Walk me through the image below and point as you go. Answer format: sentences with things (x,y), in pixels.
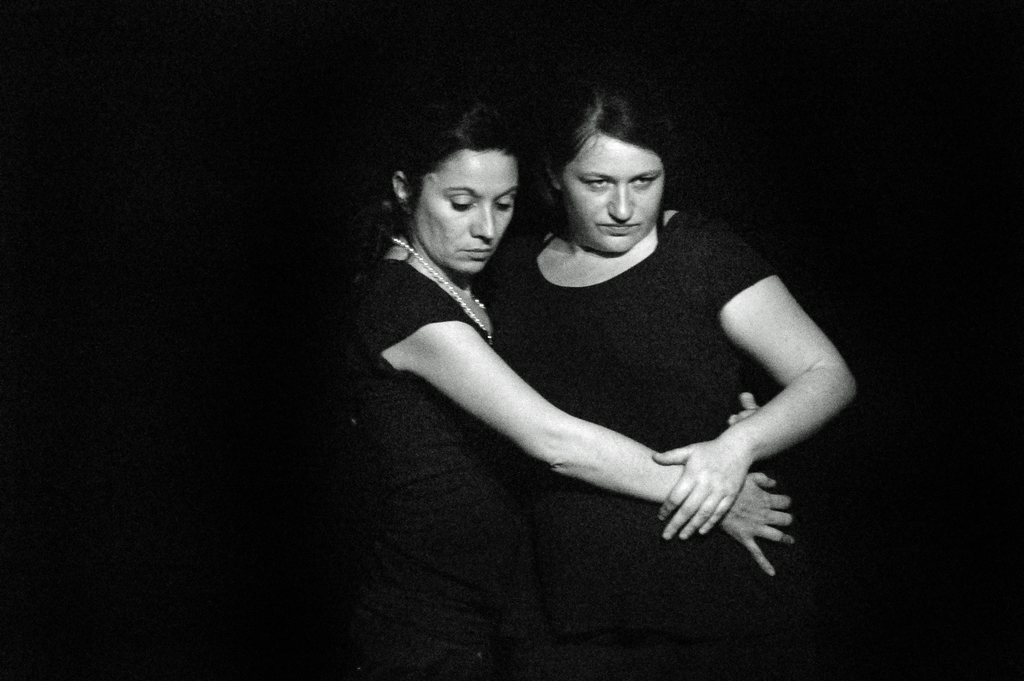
In this image we can see women (535,491) standing and holding each other.
